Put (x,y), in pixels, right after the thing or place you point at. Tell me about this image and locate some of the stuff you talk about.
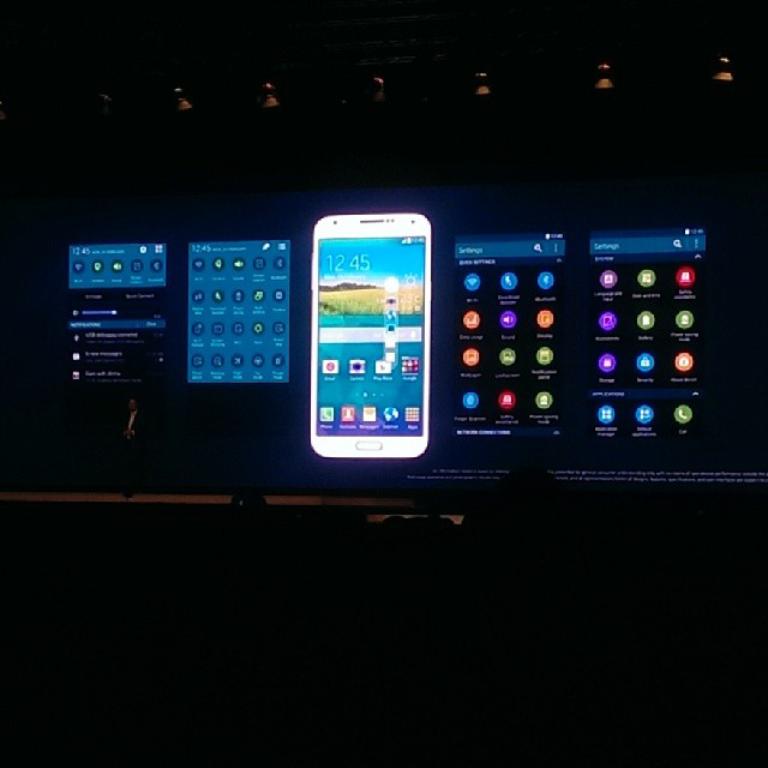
Here in this picture we can see projector screen (170,358), on which we can see display options (522,359) of a mobile phone (343,382) presented and in front of it on the stage (114,494) we can see a person (137,447) standing over there and at the top (186,109) we can see lights (186,98) present over there.
